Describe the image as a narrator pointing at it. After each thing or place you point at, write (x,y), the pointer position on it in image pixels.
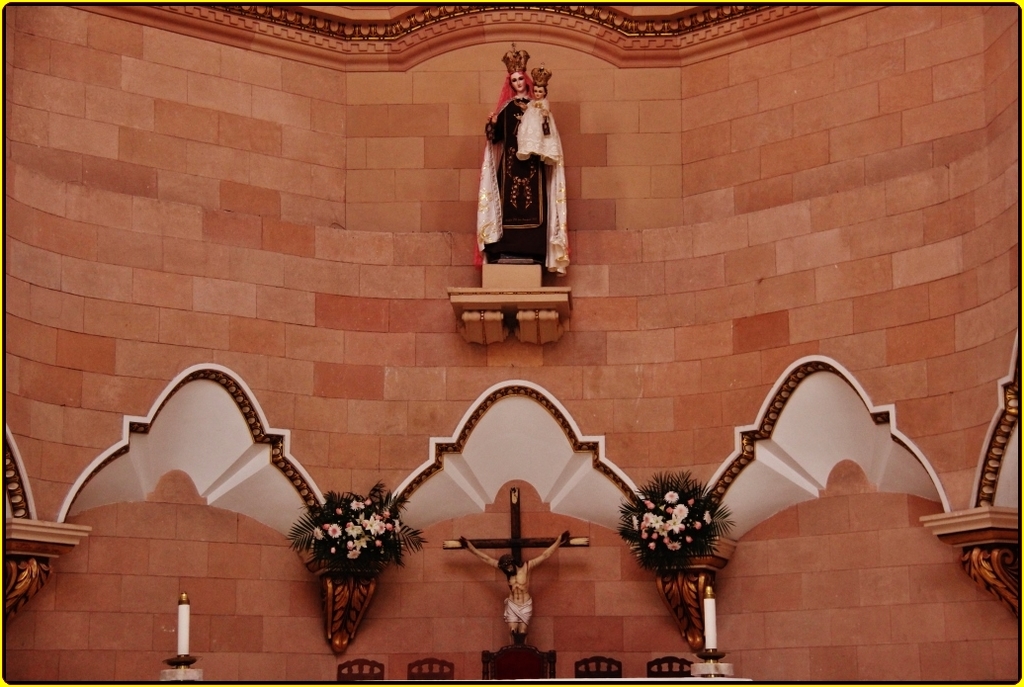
The picture might be taken in a church (342,490). At the bottom (349,576) we can see bouquets (343,555), cross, candles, chairs (518,665), sculpture (512,567) and other objects (27,515). At the top (436,128) we can see sculpture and wall (403,177).
